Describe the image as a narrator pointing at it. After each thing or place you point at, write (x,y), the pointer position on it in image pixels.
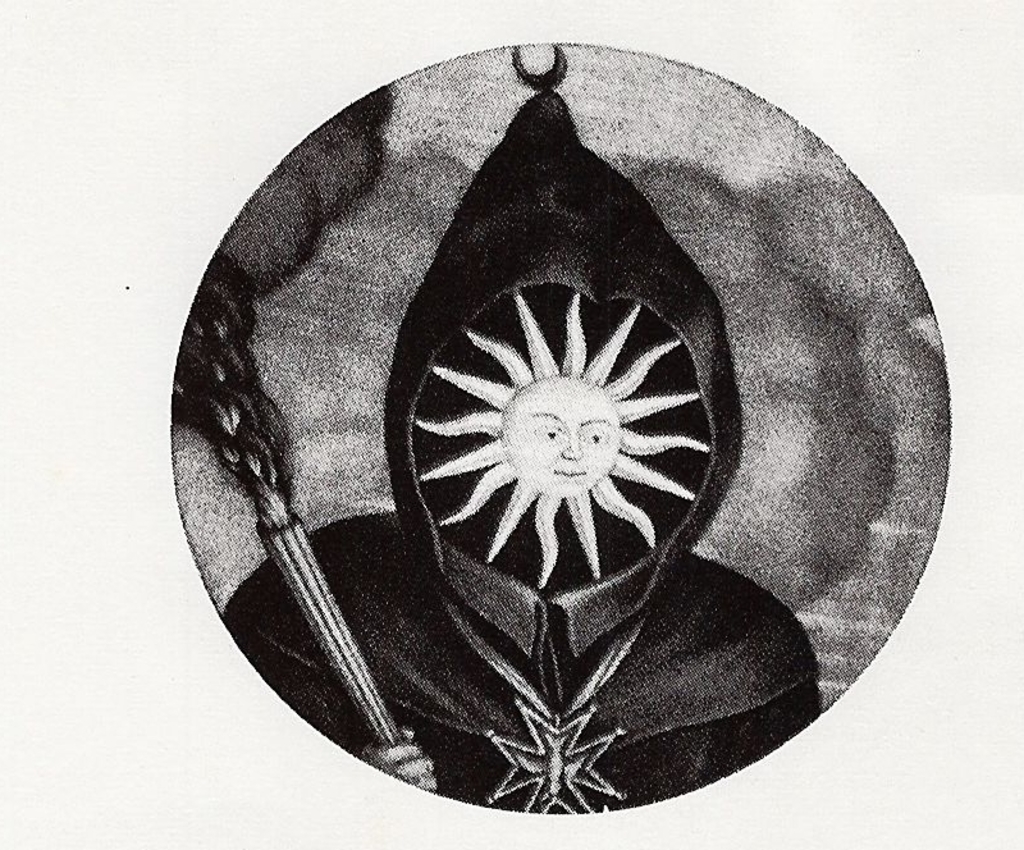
This is the black and white image where we can see a logo (612,446) in the circle (508,458) where we can see a mask (586,272) and the sun picture (602,486).
